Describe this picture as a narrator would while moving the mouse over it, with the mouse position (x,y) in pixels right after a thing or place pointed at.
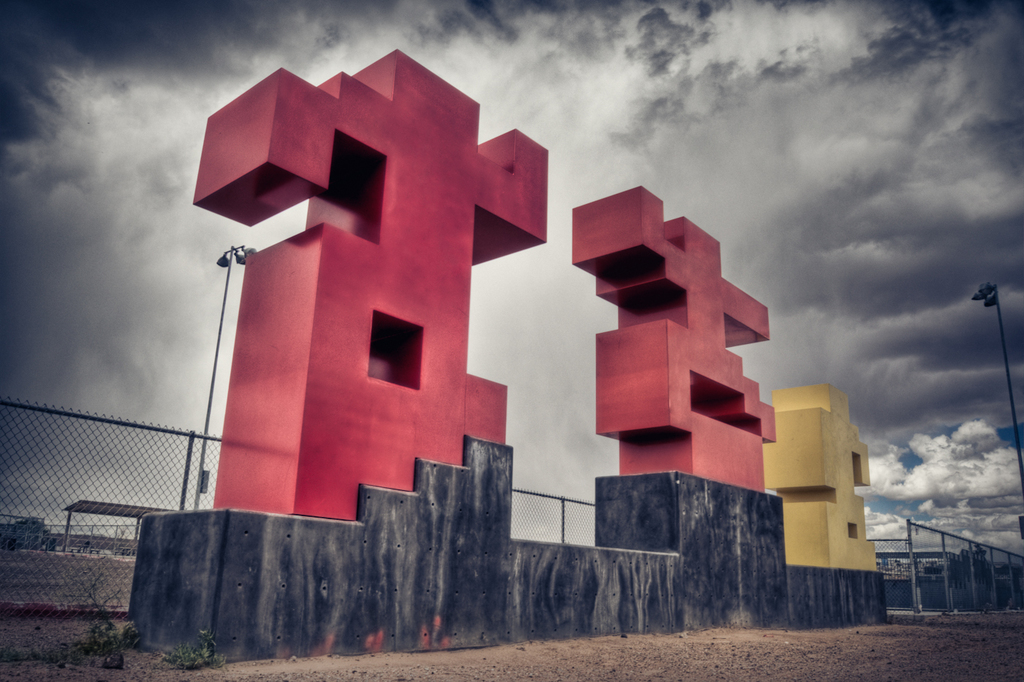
In this image, we can see a small wall (616,564) and there is a fencing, at the top (543,49) there is a sky (748,75) which is cloudy.
